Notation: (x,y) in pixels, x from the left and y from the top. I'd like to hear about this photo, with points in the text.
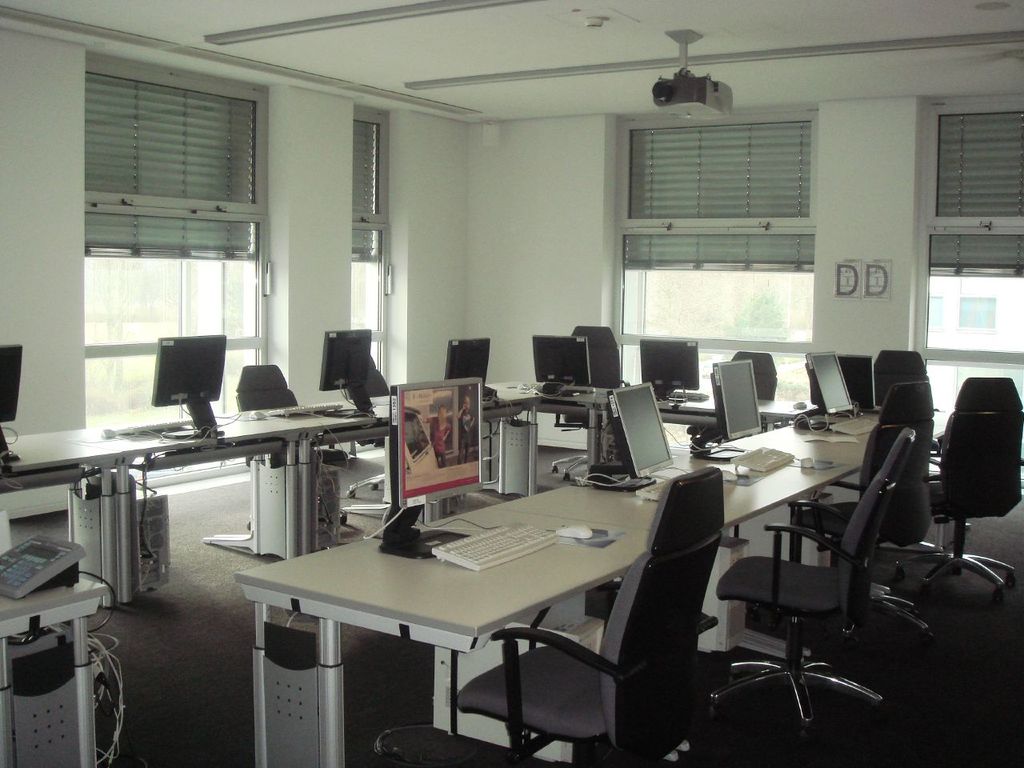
In this picture we can see monitors (743,412), keyboards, mouses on tables (406,583), telephone (53,556), chairs (861,575) on the floor (22,529) and in the background (636,316) we can see windows (966,268).
